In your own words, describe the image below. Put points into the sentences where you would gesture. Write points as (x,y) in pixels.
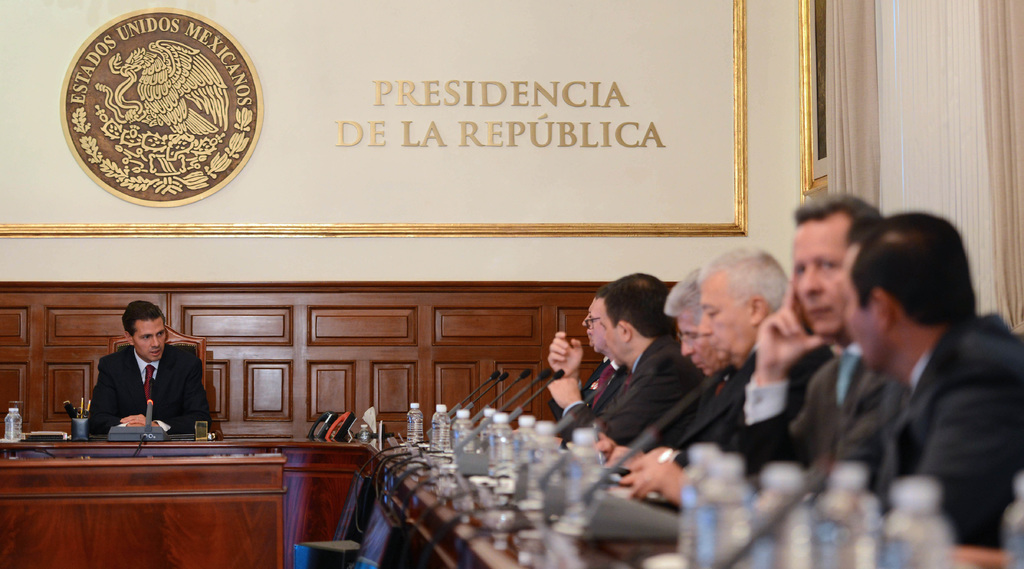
In the image we can see there are people (731,374) who are sitting on chair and in front of them there is a table (598,541) on which water bottles (468,411) and mike (473,423) kept.
